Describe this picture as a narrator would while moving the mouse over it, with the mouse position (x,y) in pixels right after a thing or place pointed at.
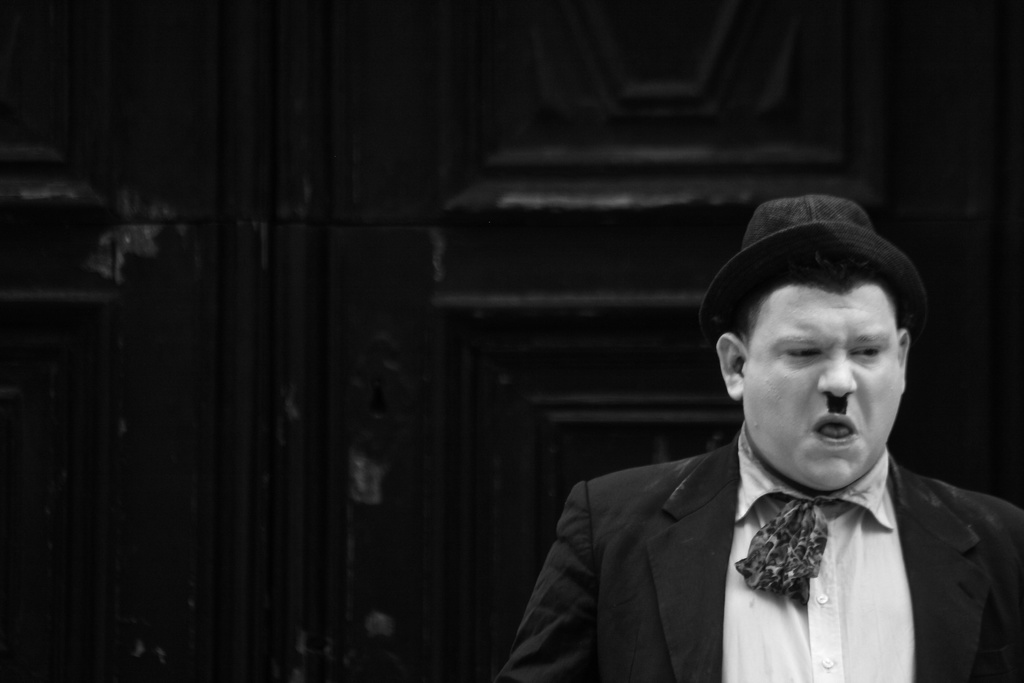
In this black and white image, we can see a person (910,551) in front of the wall (444,450) wearing clothes (832,541) and hat (804,207).
